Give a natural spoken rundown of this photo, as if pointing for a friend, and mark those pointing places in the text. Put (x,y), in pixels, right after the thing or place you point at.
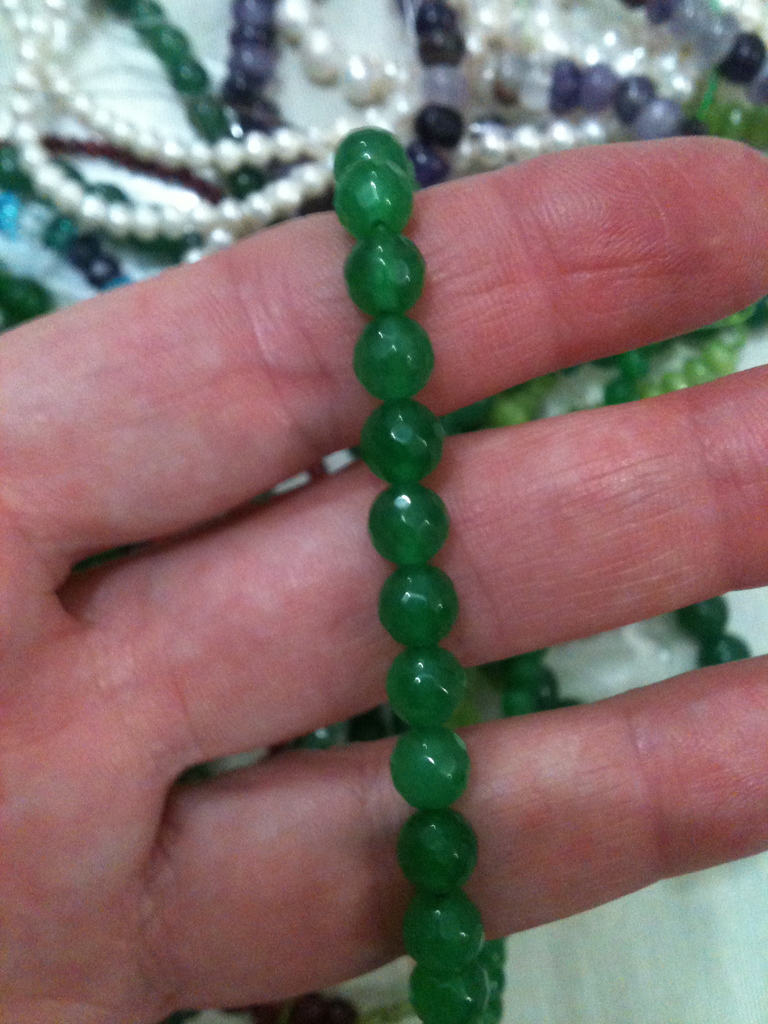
In this image we can see a person's hand (591,479) holding green color beads chain (433,542). The background of the image (70,195) is slightly blurred, where we can see a few more beads chains (241,129).
